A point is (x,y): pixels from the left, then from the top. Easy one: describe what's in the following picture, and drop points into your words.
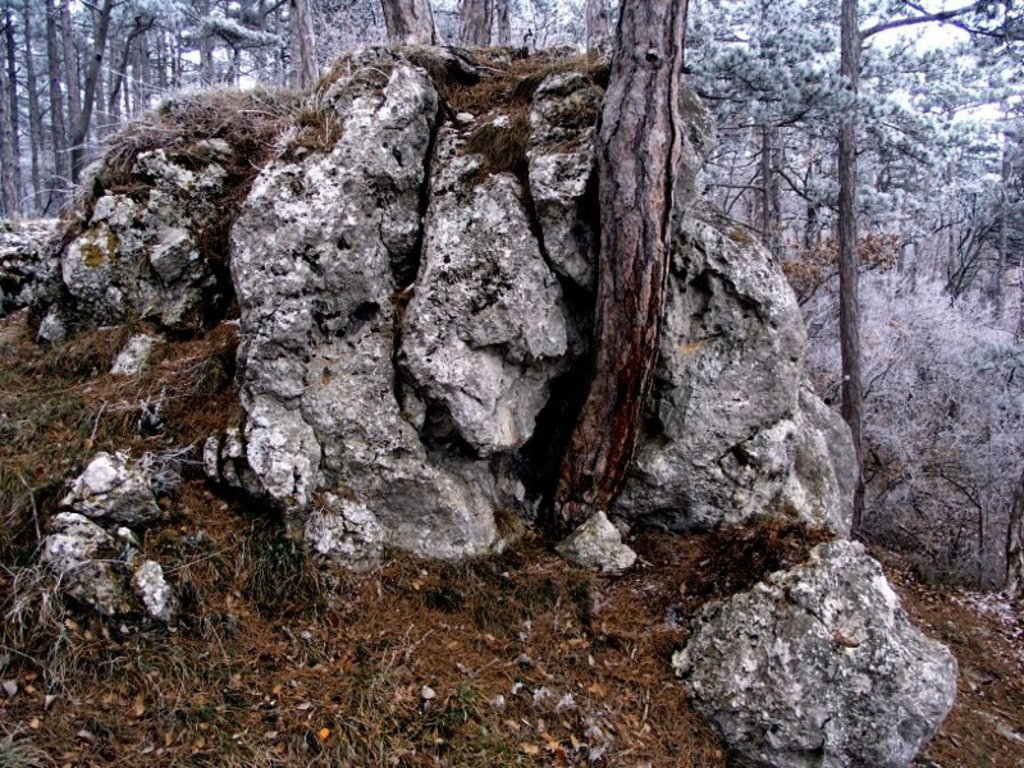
The picture is taken in a forest (871,71). In the foreground of the picture (545,379) we can see trunk (626,227) of a tree (638,313) and rocks (730,428). On the right (960,500) there are shrubs (968,541), soil (977,616), dry leaves (924,609) and trees (912,153). In the background (282,54) there are trees (209,54).
